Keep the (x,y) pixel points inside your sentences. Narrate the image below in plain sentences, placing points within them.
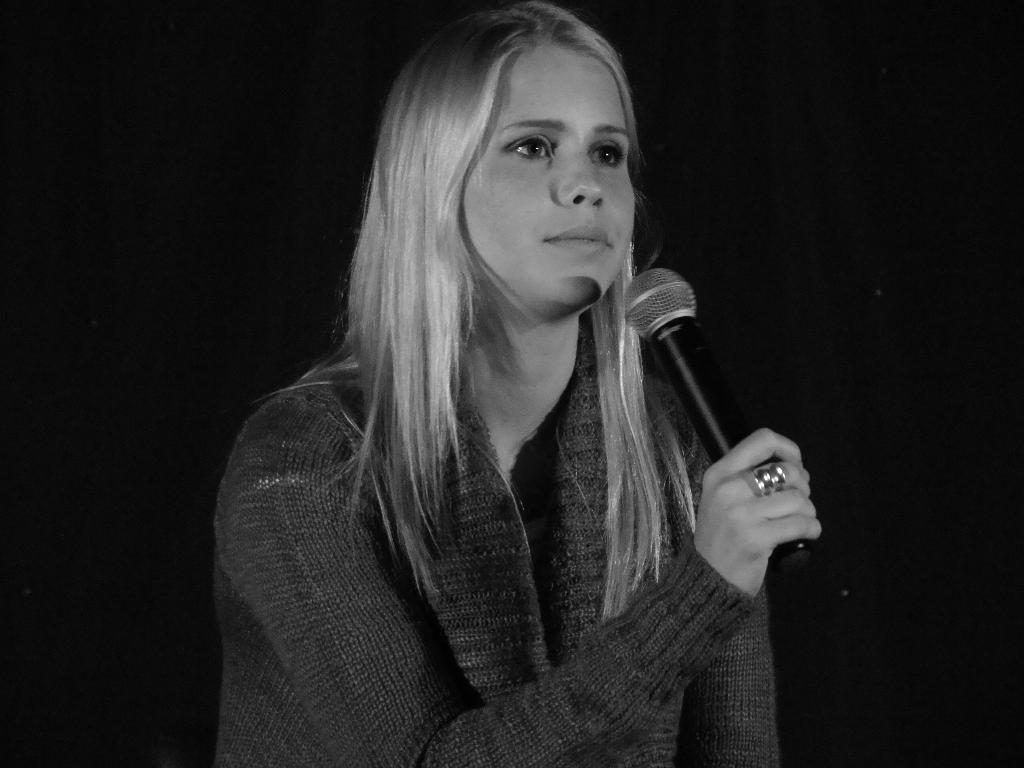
In the picture we can find a woman (536,324) standing and holding a microphone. She has a white straight hair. In the background (260,355) we can find a dark background.
